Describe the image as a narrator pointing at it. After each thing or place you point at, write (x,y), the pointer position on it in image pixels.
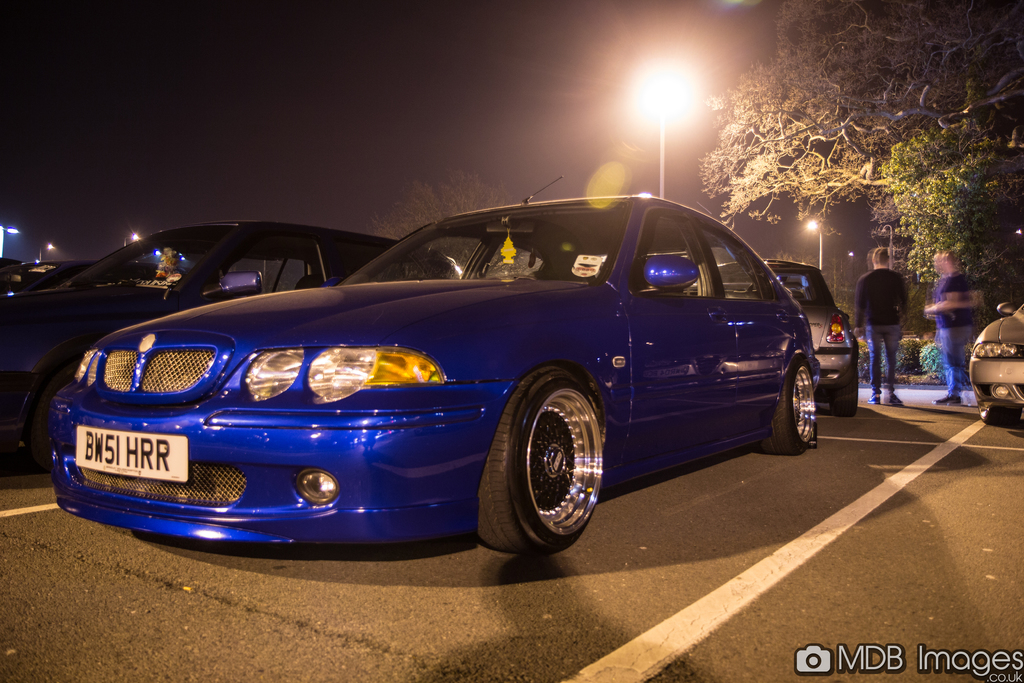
In this picture I can see few cars (680,290) on the road (951,409) in front (756,643) and on the right side of this picture (952,331) I can see 2 persons (953,308) standing. In the background (973,90) I can see few trees (977,76) and 2 light poles (647,93) and I can also see the sky (541,116). On the left side of this image (5,226) I can see few more light poles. On the right bottom corner of this picture (847,653) I can see the watermark (802,651).
